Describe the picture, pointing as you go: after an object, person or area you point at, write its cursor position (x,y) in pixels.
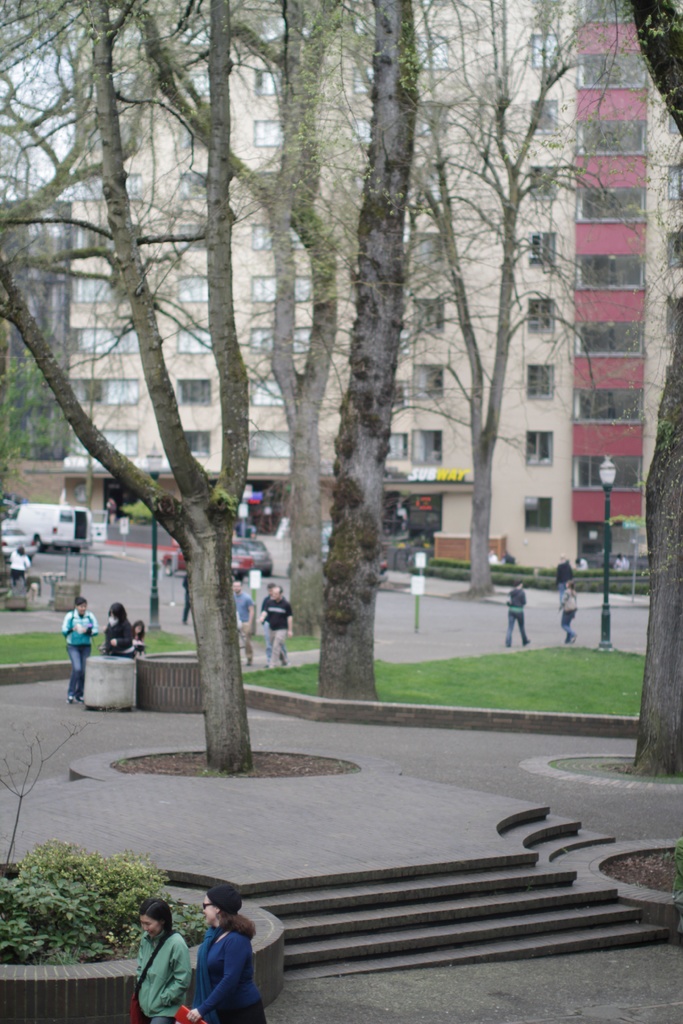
In this I can see trees (357,595). I can see people (120,610) on the walkway (161,718). I can see the vehicles (87,513) on the road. I can see the buildings (414,256). I can see light pole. I can see staircase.
